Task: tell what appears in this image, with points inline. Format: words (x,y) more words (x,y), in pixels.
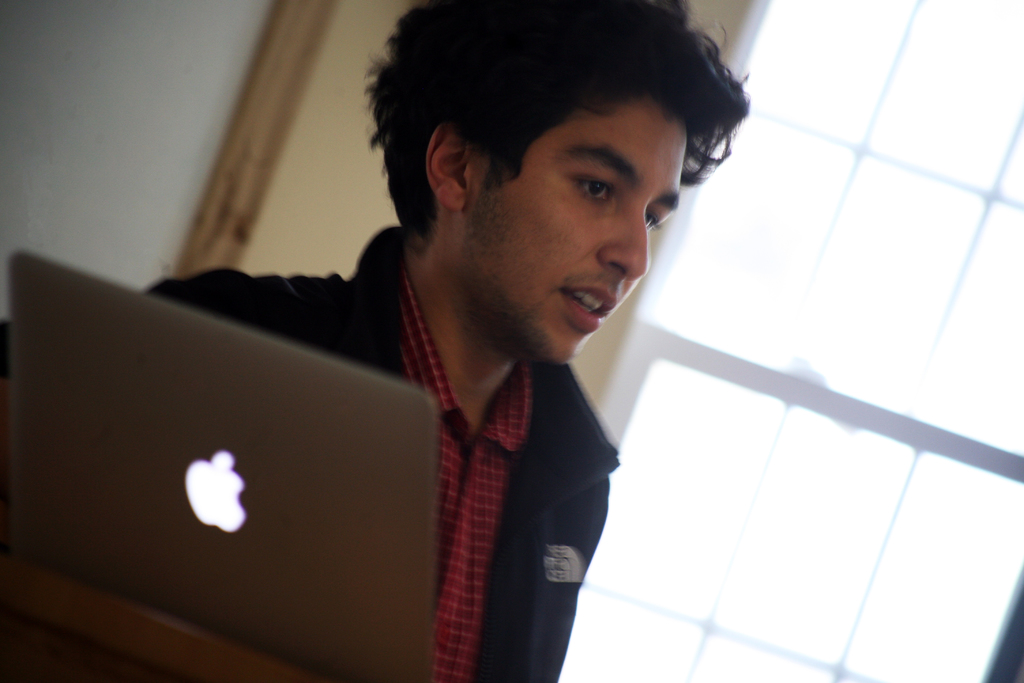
In this image we can see a person (493,474). On the left side (209,463) there is a laptop (238,519). In the back (99,127) there is a wall (161,105). And also there is a window (830,447).
